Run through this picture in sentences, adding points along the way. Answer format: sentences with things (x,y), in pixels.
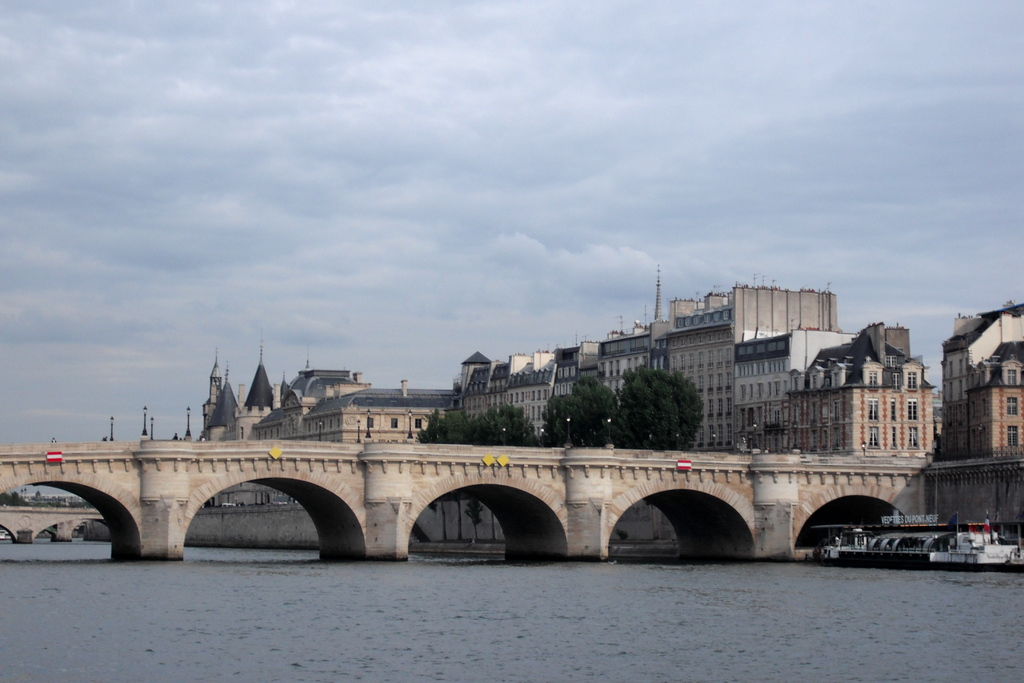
In this image we can see a large water body (671,555) under the bridge (375,509) containing some boats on it. We can also see some trees (620,444), poles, a group of buildings (808,442) with windows (912,429) and the sky (691,232) which looks cloudy.
